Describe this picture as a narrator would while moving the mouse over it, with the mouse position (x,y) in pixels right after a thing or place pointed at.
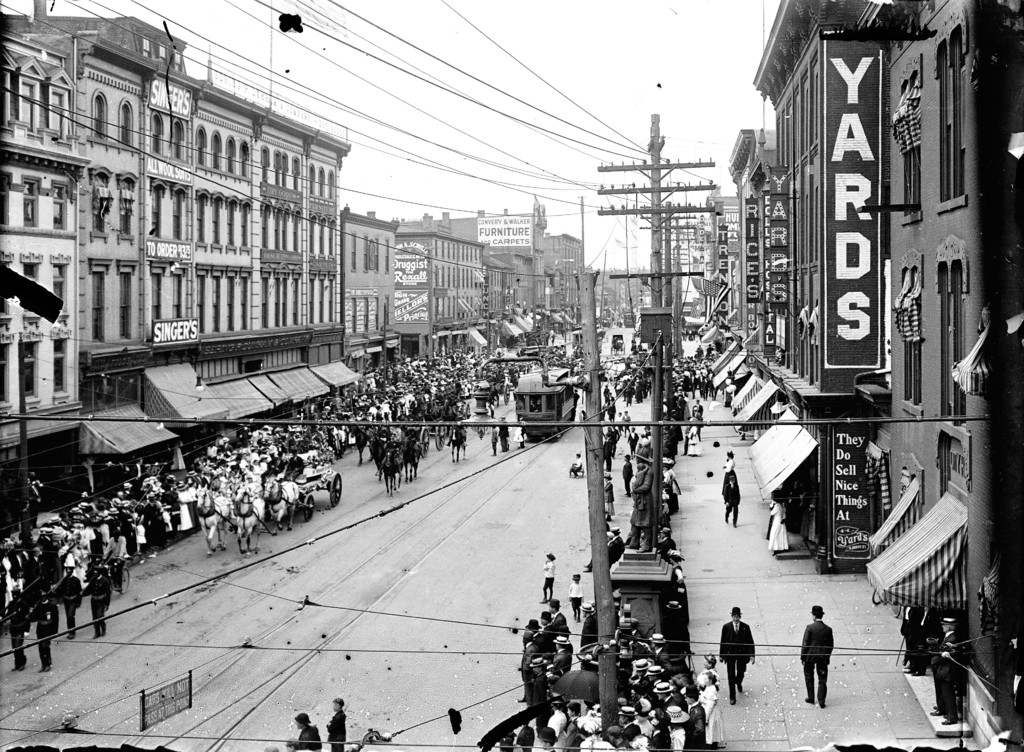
In this image I can see a crowd (682,567), light poles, horse carts (306,496) and vehicles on the road (524,610). In the background (416,252) I can see buildings (520,309), wires (447,263), boards (489,239) and the sky (569,57). This image is taken may be on the road (385,531).
